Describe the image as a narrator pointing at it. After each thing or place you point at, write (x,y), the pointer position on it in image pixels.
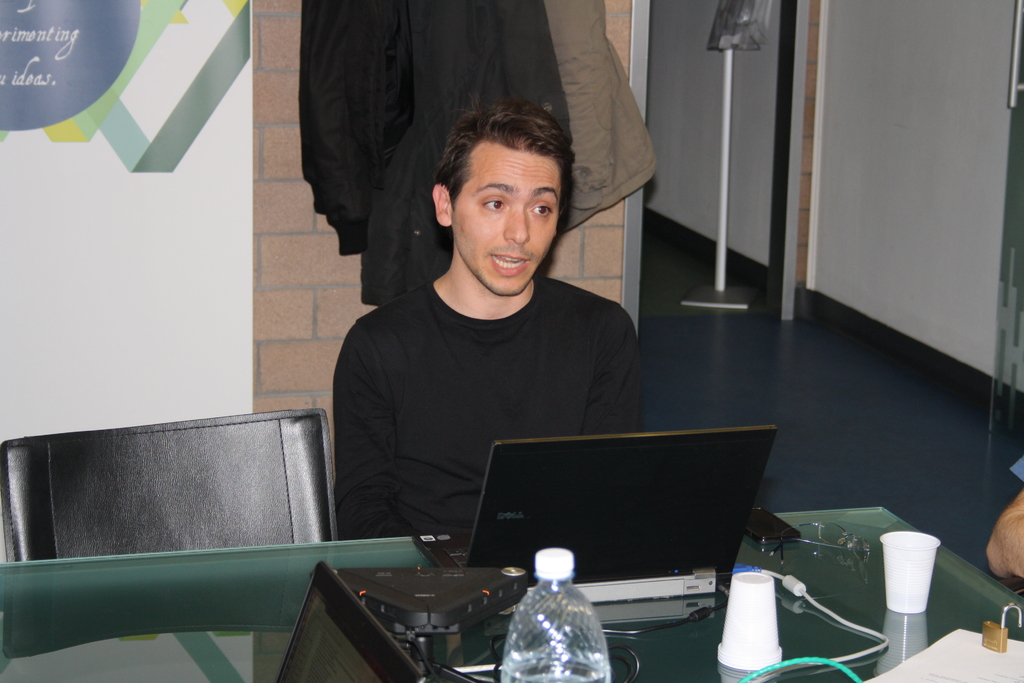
On the background (376,99) we can see wall (301,248) with bricks (300,201), jackets (536,84), floor (818,388), stand (719,237). We can see a man (544,194) sitting on a chair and talking in front of a table (480,639) and on the table (480,639) we can see laptop (687,544), glasses (751,649), lock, paper (961,662). This is empty chair (203,501).
